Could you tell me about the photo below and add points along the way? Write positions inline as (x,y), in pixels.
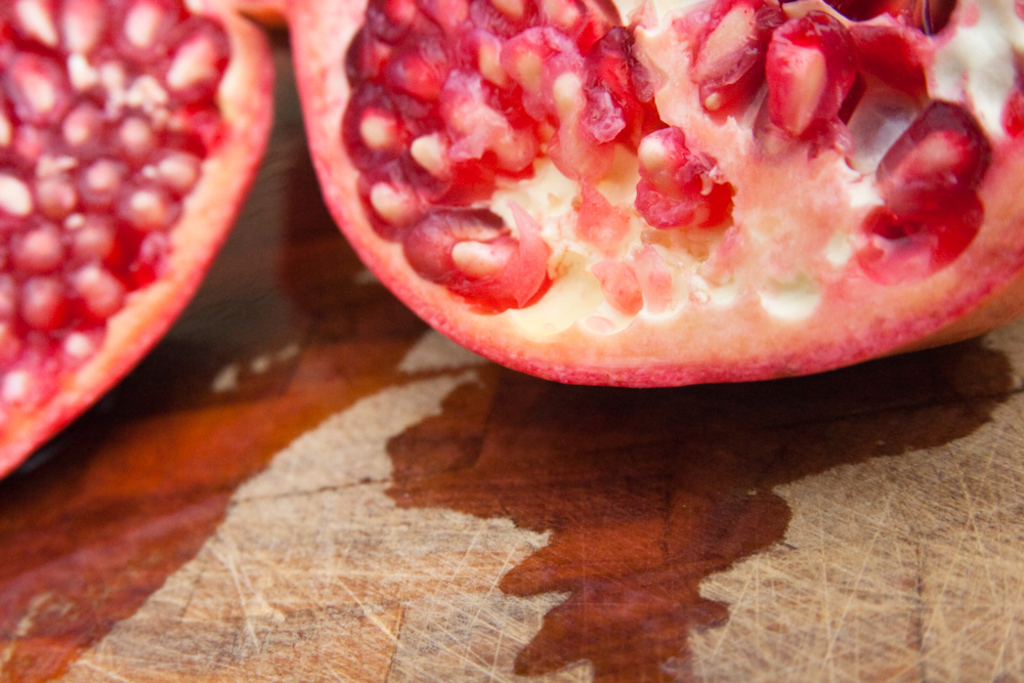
In the foreground of this image (189,183), there are pomegranate cut fruit (508,237) on a surface (528,602).
